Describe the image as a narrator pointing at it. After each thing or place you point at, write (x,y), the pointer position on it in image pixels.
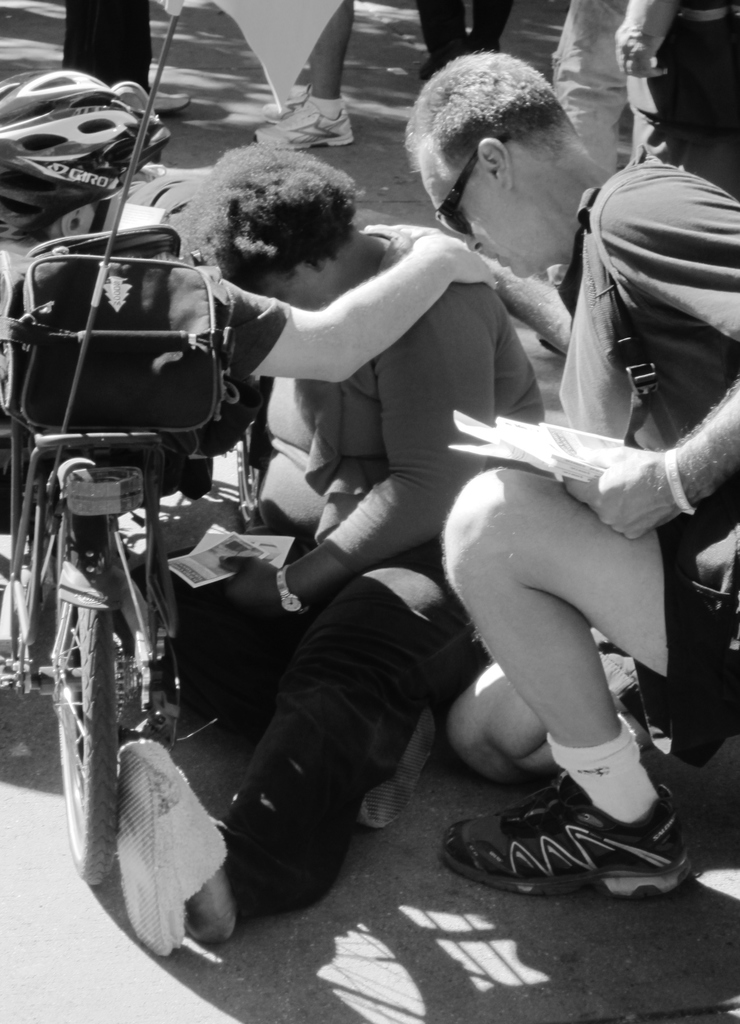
In this black and white picture there is a person (394,695) sitting on the floor (511,904). Before him there is a vehicle (75,510) having a bag (113,361) and a person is sitting on it. He is wearing helmet (64,128). Right side (696,263) there is a person (626,486) holding few books (578,468) in his hand (604,505). He is carrying a bag (707,583). Behind them there are few persons (672,105) standing on the floor (405,114).
